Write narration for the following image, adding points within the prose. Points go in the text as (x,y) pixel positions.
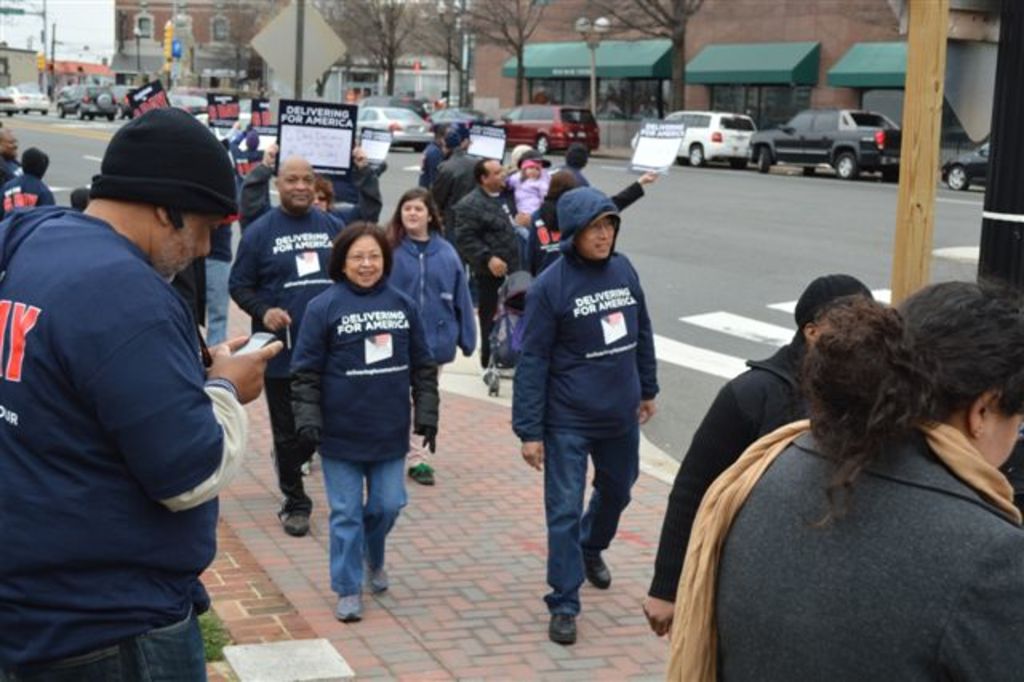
This picture is clicked outside. In the foreground (331,117) we can see the group of people (383,338) walking on the ground (638,214) and we can see the text (310,110) on the posters (643,133) and we can see the stroller (522,288). In the background (78,18) we can see the sky (74,18), buildings (152,25), trees (684,26), lamp posts (139,45) and the vehicles (567,118) and some other items (917,141). On the right (704,337) there is a zebra crossing (739,320) on the road (700,383).
